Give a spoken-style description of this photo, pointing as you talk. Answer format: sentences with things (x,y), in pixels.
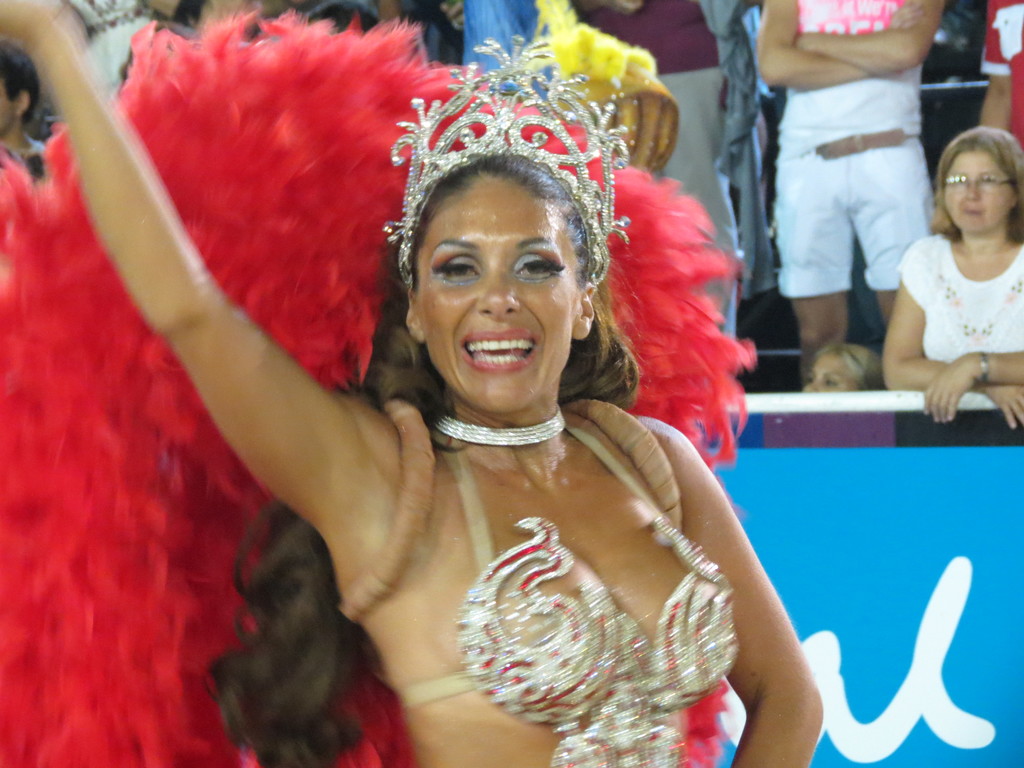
In this image we can see a lady (445,458) wearing a costume (74,490). In the background of the image (764,124) there are people (703,55) standing. There is a blue color board (856,565) with some text (831,651) on it.
